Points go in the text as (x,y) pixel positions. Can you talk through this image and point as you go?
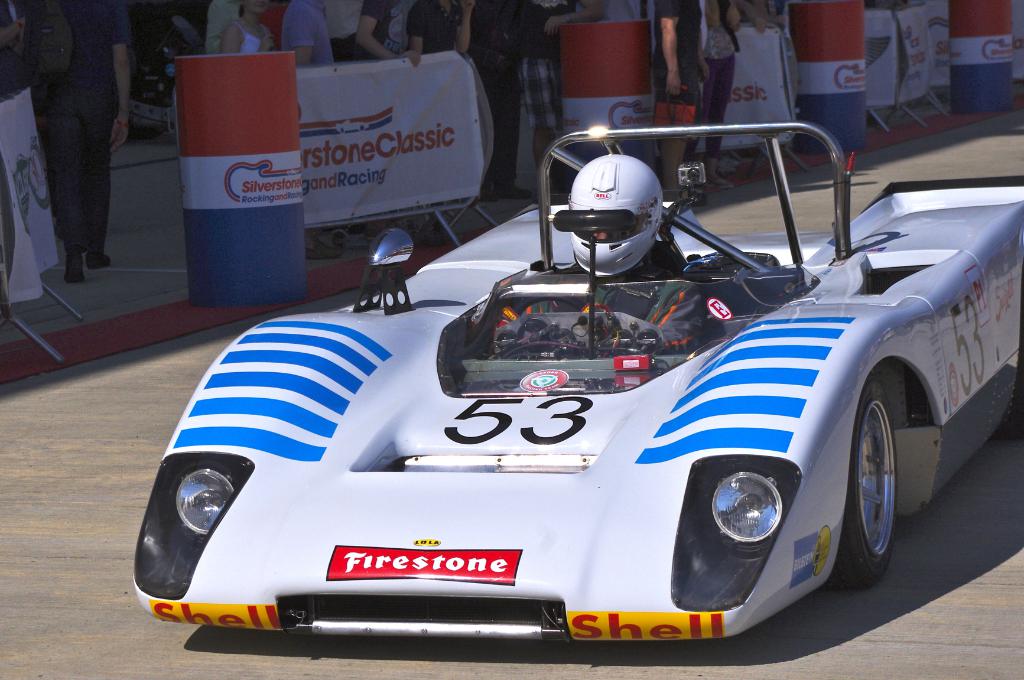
In this image I can see a person (655,220) is sitting in a car (561,327). I can also see he is wearing a helmet (639,203). In the background (735,47) I can see few more people (381,33) are standing.
